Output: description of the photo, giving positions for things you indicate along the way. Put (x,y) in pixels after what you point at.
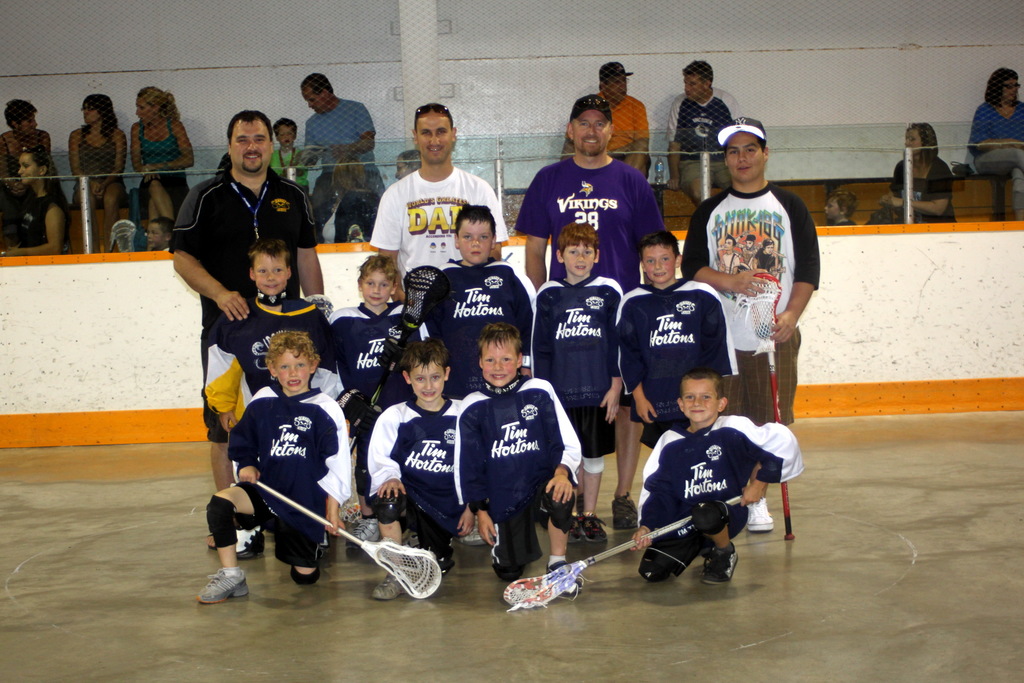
In the image there are few kids (404,499) sitting and standing on the floor (117,588), most of them wearing same jersey (493,426) and behind them there are four men (551,252) standing, in the back (169,296) there is a fence (923,234) with many people (159,160) sitting behind it.
